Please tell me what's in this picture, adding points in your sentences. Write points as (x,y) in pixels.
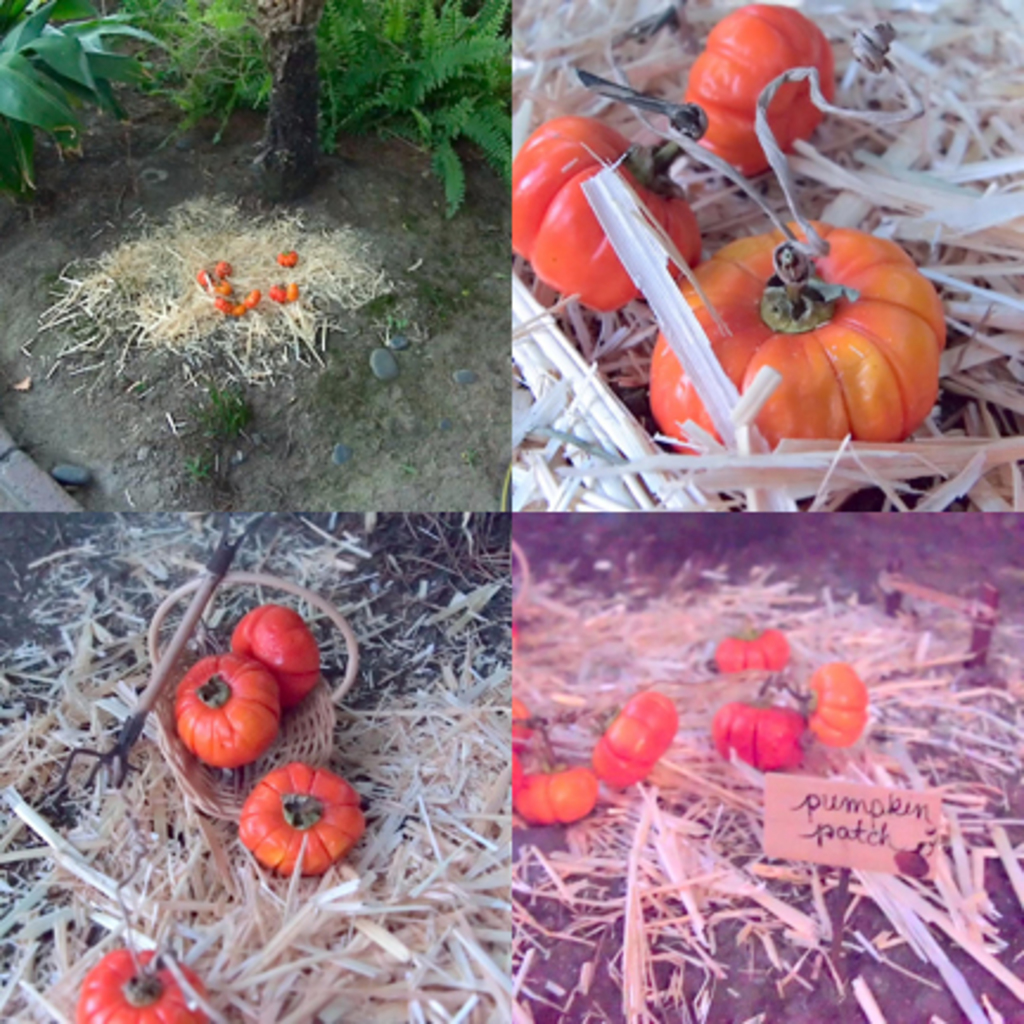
This is a collage image. In this image we can see pumpkins (565,223) placed on the lawn straw (665,645), shrubs (422,122) and a basket (164,691).
